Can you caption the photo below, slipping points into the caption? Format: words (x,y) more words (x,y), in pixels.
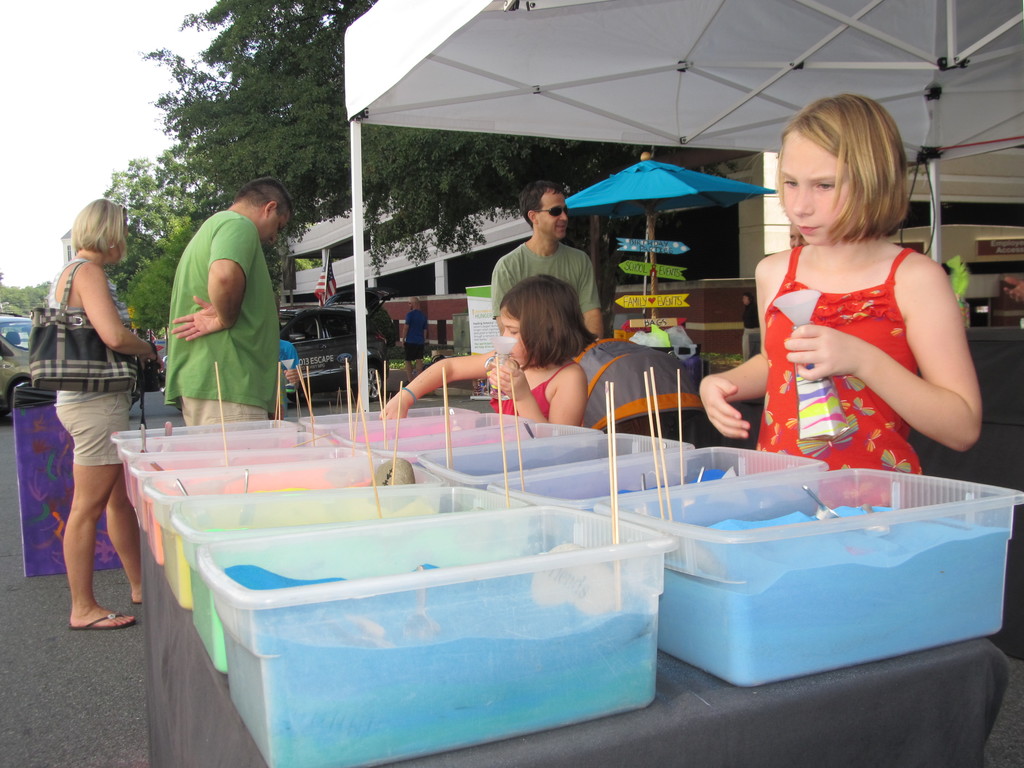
The girl (874,329) with red top (893,329) are standing in front of the table (833,705). On the table (846,706) there are tubs (342,508) with colorful sand (263,577) in it. In the sand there are some sticks (613,502). And to the left side (253,313) a man (227,278) with green color t-shirt (254,294) is standing. Behind him there is another lady (89,312) wearing handbag (71,346) is also standing. And in the right side (776,70) top there is a tent (743,46). In the background (640,179) we can see a blue color umbrella (659,181), tree (480,172) and a building (460,263). And we can also see a car (342,334).
